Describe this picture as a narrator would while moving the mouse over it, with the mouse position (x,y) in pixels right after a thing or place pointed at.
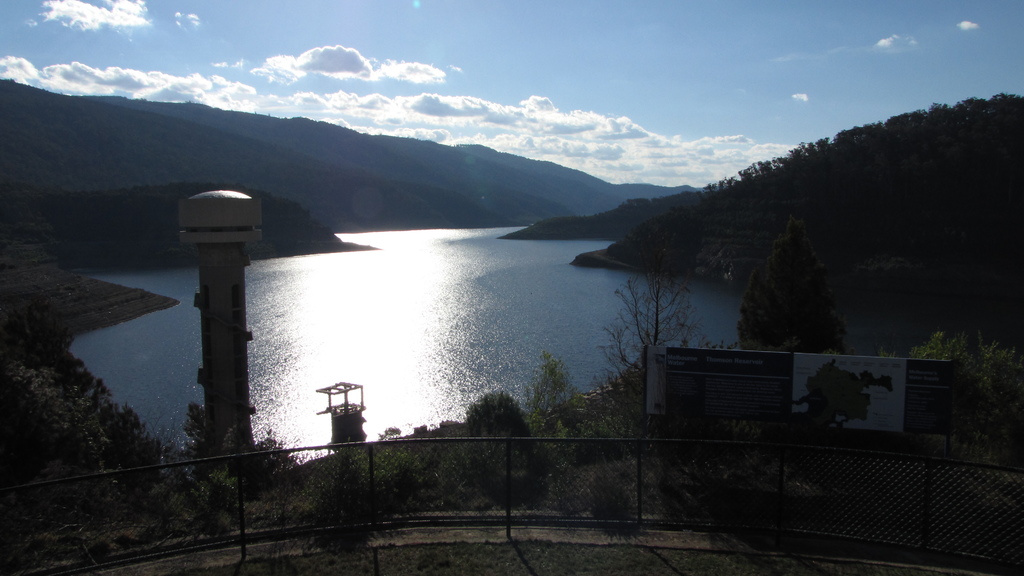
In this image, I can see water (273,287), hills (439,161), trees (651,215), plants (617,396) and a tower (203,222). At the bottom of the image (281,466), I can see a fence (693,501) and a board (664,410). In the background (210,79), there is the sky (301,92).
